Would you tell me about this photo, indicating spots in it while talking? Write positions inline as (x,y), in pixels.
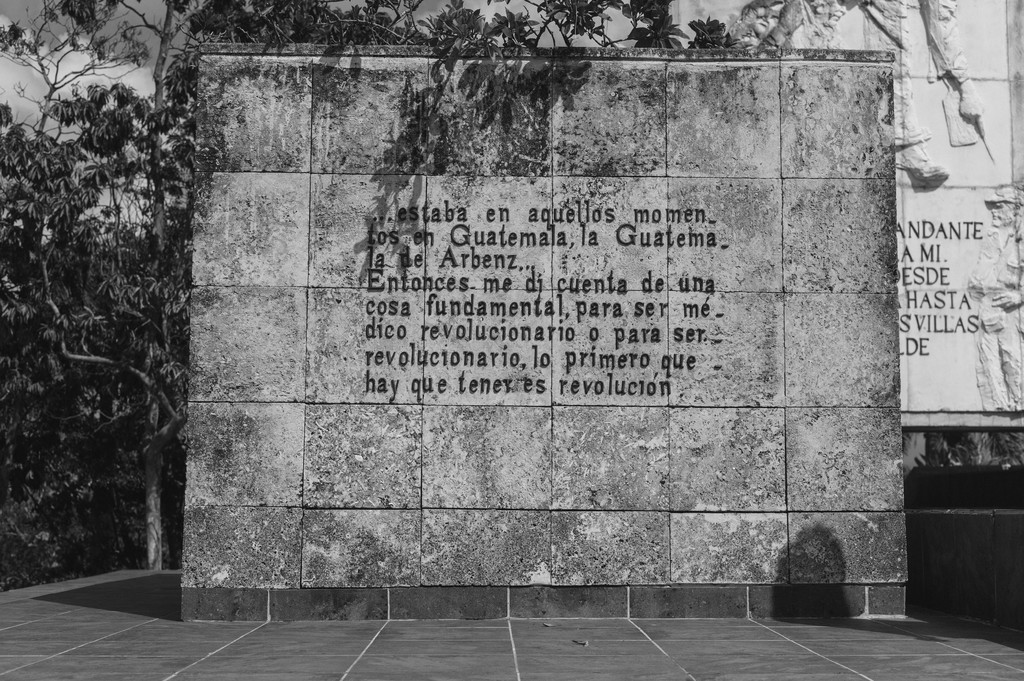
In this image we can see some text (651,309) on the wall (760,249). There are sculptures (965,137) on the wall (959,207) at the right side of the image (988,265). There are few trees (138,352) in the image. There is a cloudy sky (100,80) in the image.
